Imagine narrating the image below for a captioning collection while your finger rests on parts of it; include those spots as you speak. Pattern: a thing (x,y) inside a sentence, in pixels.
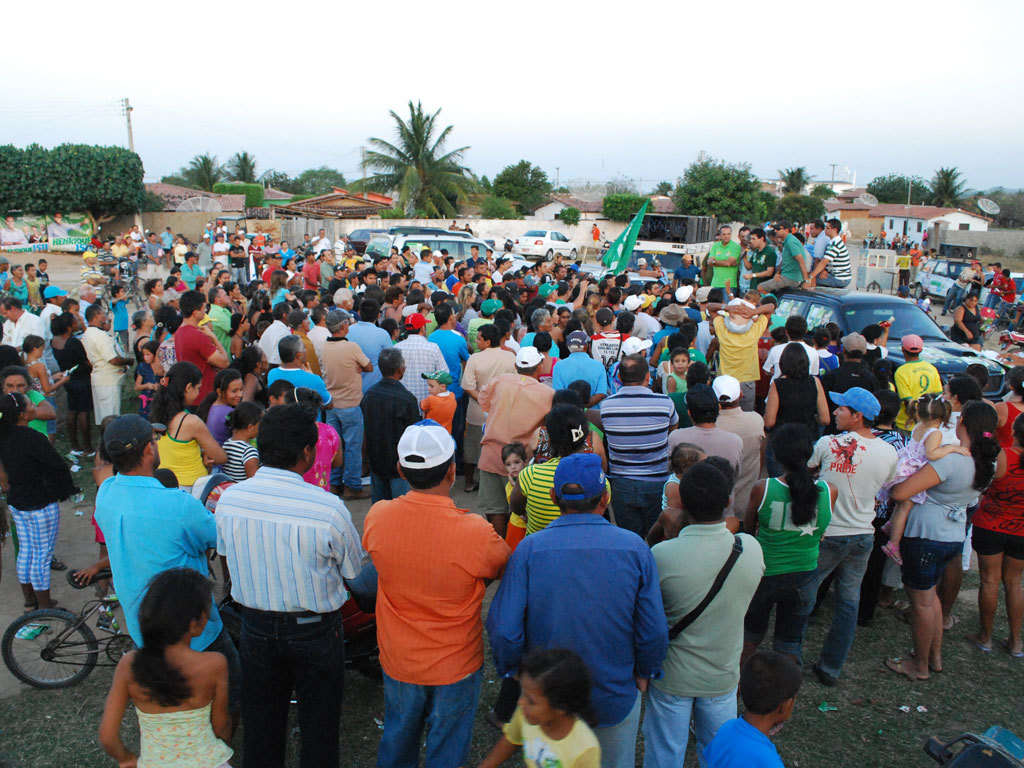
This image is clicked on the road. There are many people (491,361) standing on the road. There are vehicles (404,238) on the road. There are few people (764,252) sitting on a car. In the background (308,184) there are houses (892,222), trees (700,178) and poles (132,131). To the left (21,235) there is a hoarding (51,236). At the top (335,43) there is the sky (598,36).
